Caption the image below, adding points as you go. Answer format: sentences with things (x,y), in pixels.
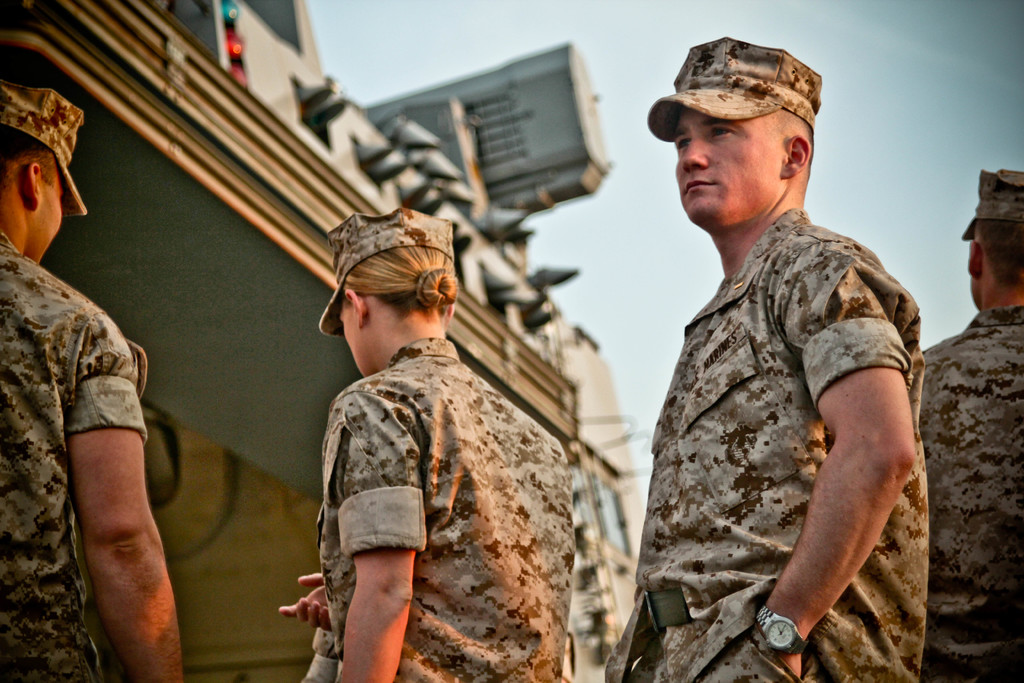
In this image there are four people (138,484) standing. They seem to be soldiers (469,426). The second person (747,432) from the right is wearing a watch (773,625). They all are wearing caps (368,237). In front of them there is a ship (221,378). On the wall (291,66) of the ship (295,81) there are lights (385,175). At the top (614,22) there is the sky (797,22).
